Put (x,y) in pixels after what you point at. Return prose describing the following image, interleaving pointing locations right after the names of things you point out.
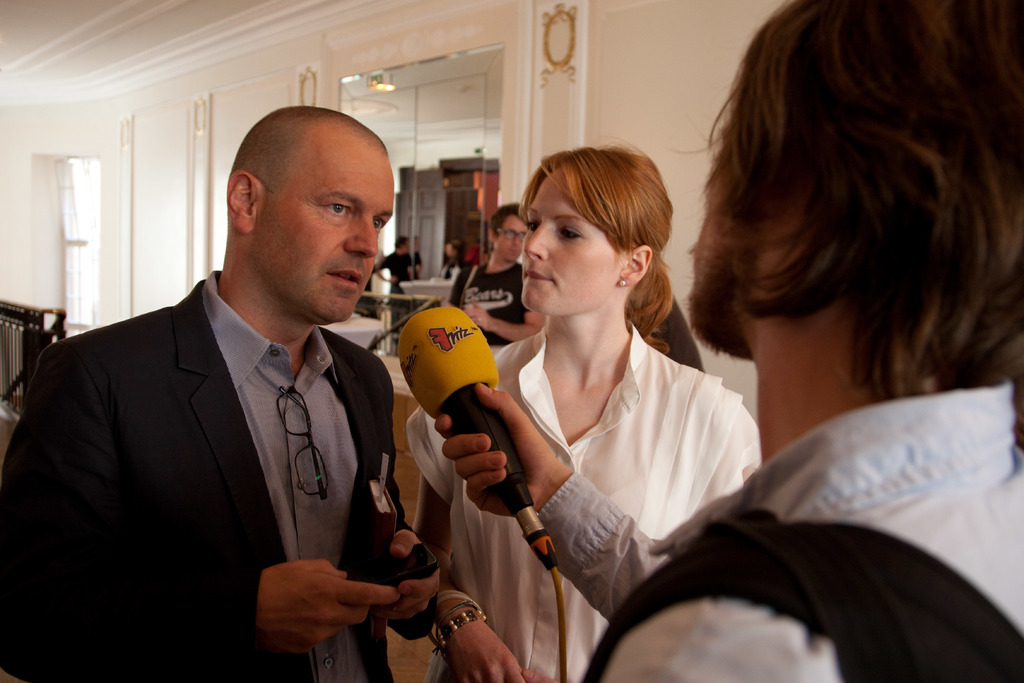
In this image I can see three persons (332,286) and on the right side (892,382) person (1001,265) he is holding a yellow color mike (462,342) and in the background (67,135) I can see the wall (578,103), in front of the wall (565,106) I can see persons (397,277).
